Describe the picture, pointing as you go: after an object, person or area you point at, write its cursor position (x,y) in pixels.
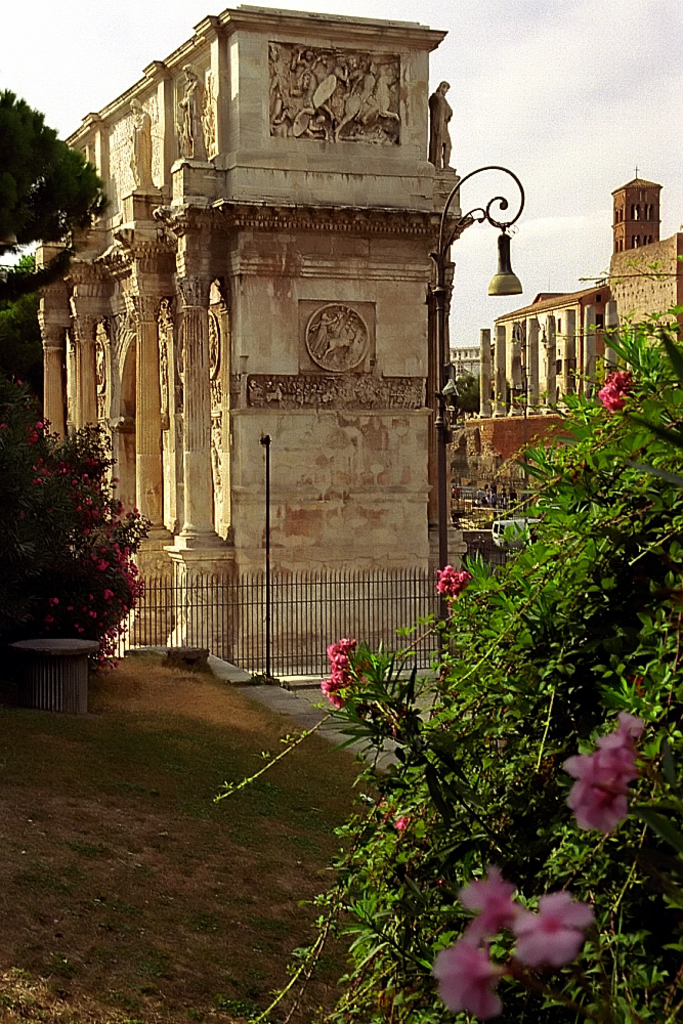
In this picture we can see few buildings (302,323), trees (23,217), flowers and fence (209,646), on the right side of the image (506,278) we can see a pole (437,364) and a light (515,275).
